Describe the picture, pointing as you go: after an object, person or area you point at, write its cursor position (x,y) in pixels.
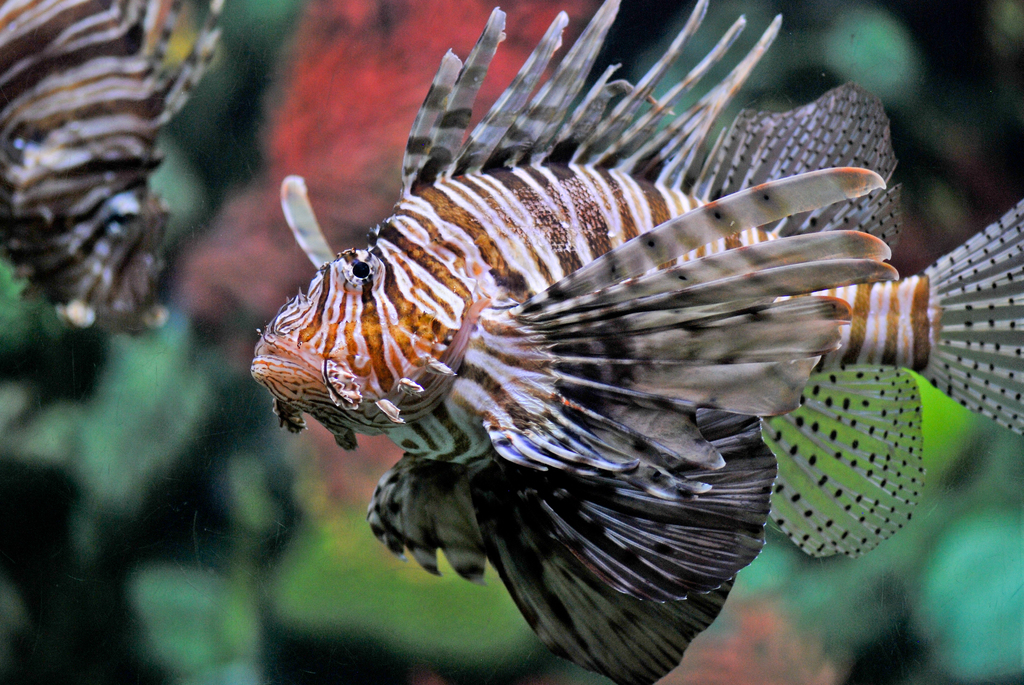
This picture contains fishes (629,375) which are in black and white color. In the background (225,203), it is in red and green color and it is blurred in the background (278,555).
